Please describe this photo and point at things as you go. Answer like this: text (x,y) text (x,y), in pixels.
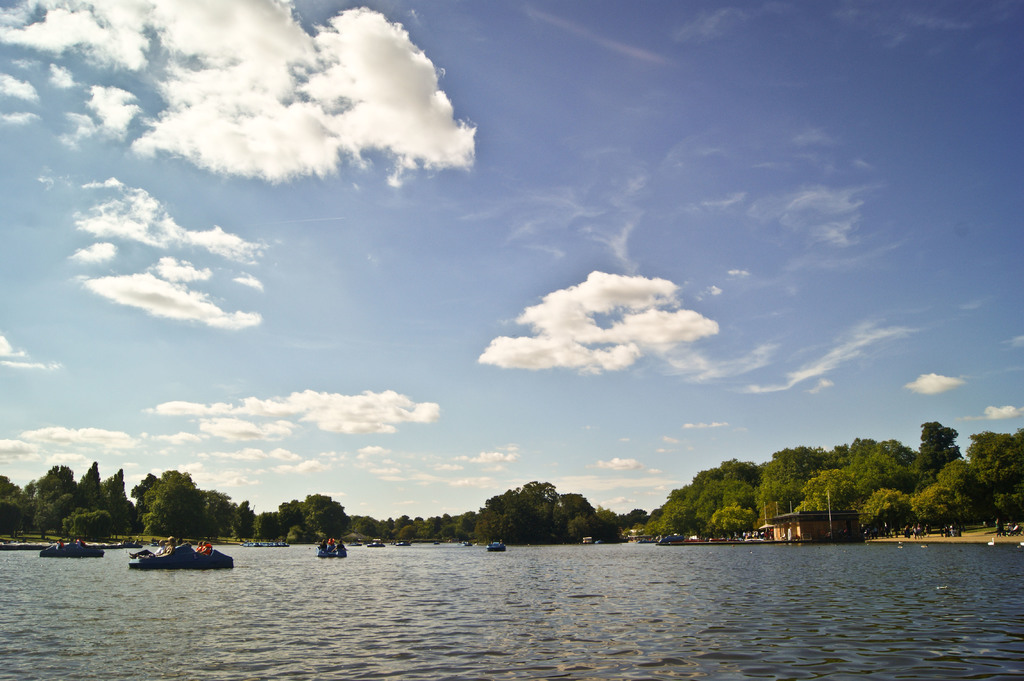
At the bottom of this image (320,610) there is a lake (214,632) and I can see few boats (221,558) on the water (249,564). In the background (498,528) there are many trees (723,527). On the right side (799,523) there is a house (823,518) and few people (770,533). At the top of the image (546,200) I can see the sky (467,312) and clouds (242,136).
